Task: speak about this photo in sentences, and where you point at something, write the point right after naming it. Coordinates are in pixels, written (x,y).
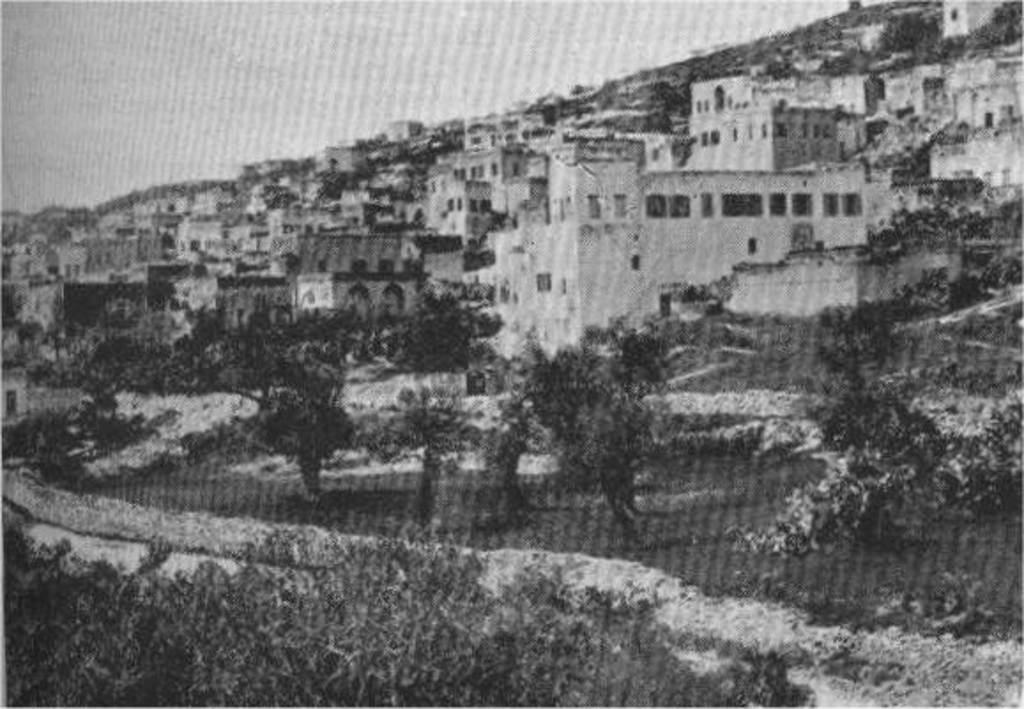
In the center of the image (570,369) we can see the sky (618,35), buildings (931,109), windows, trees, plants (482,639) etc.
